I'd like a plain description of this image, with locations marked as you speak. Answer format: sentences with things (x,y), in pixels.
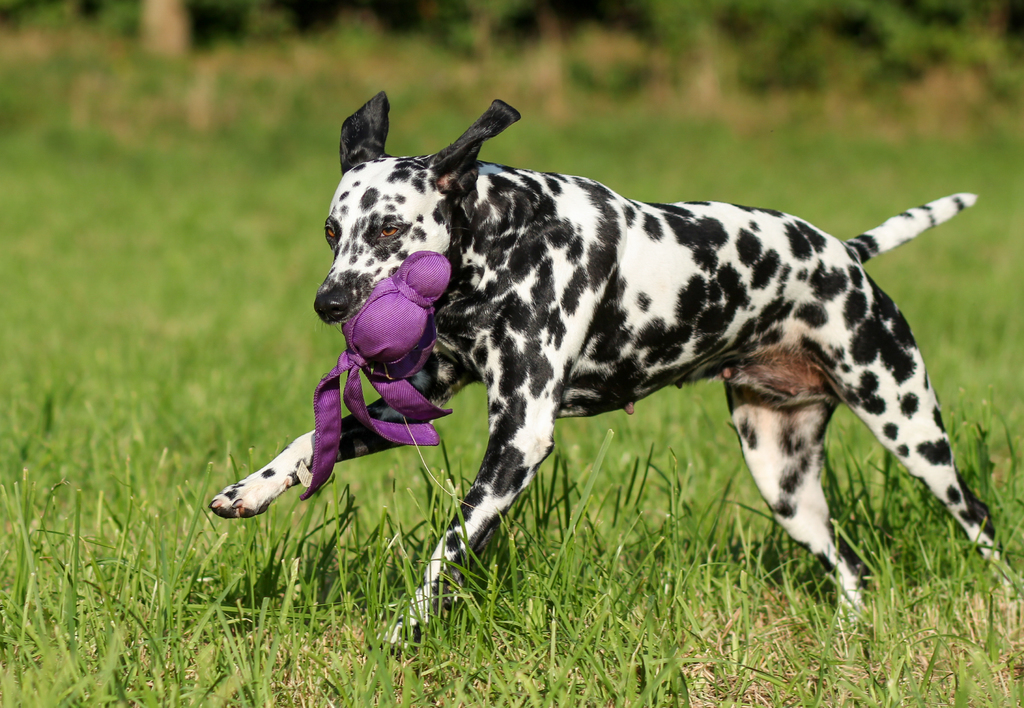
In the picture I can see a dog (564,350) is holding something in the mouth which is purple in color. The dog (519,345) is black and white in color. In the background (179,379) I can see the grass (183,367). The background of the image (248,284) is blurred.
